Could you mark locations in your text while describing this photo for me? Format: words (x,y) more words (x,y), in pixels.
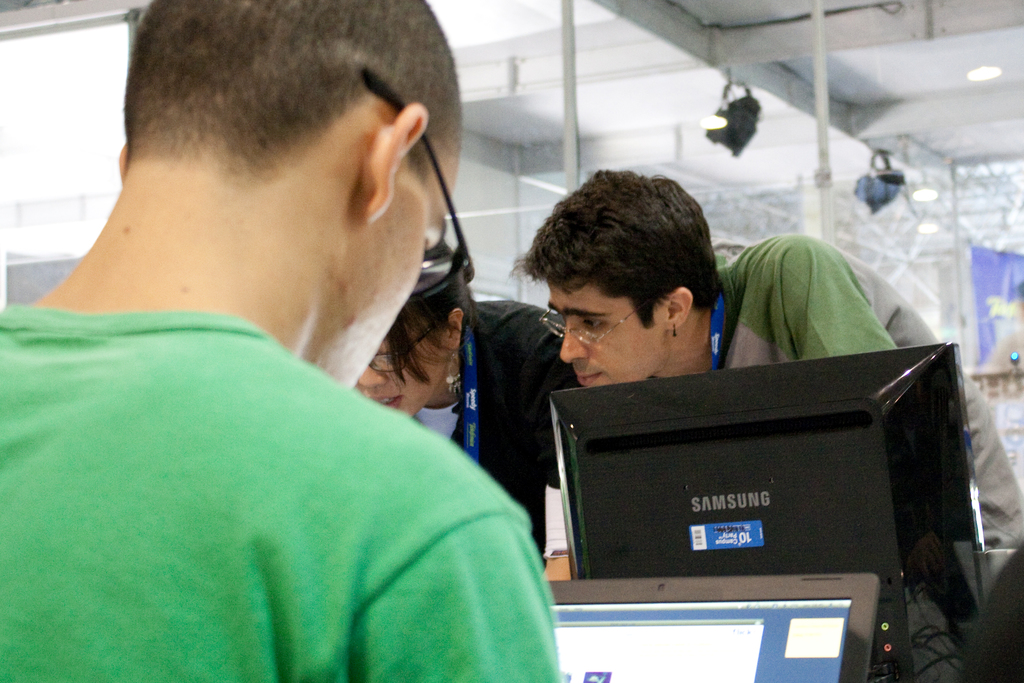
In this image, on the left side (308,148), we can see a person (341,385) wearing the green color shirt (284,504) is in front of a laptop (819,625). On the right side (1017,516), we can also see another man (1017,516) wearing glasses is in front of the monitor (944,483). In the middle of the image (497,390), we can see a woman (503,364) wearing black color suit (482,361). In the background (738,117), we can see a glass doors (964,177), lights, hoardings (1017,283). At the top (647,0), we can see a roof (592,32) with few lights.
